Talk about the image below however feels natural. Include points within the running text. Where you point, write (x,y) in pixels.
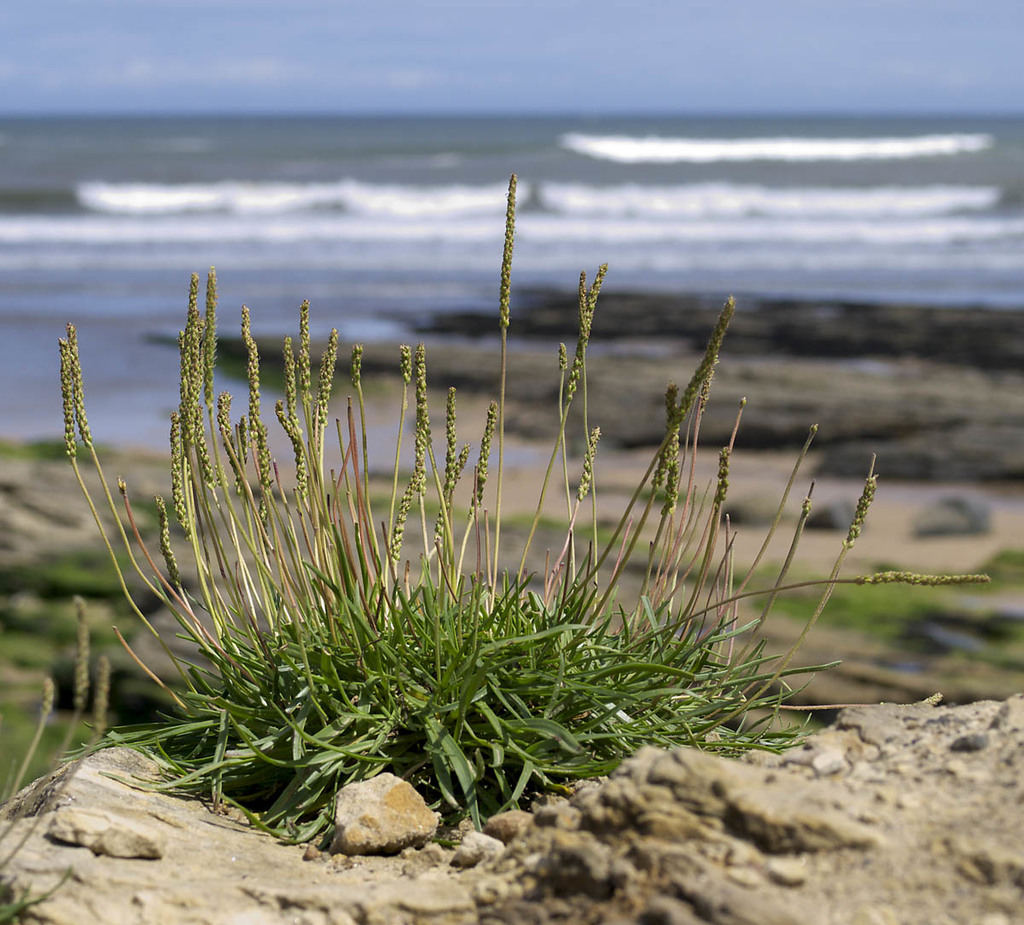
In this image I can see grass (785,570) and in the background (782,256) I can see water (556,209). I can also see this image is little bit blurry from background (13,182).
